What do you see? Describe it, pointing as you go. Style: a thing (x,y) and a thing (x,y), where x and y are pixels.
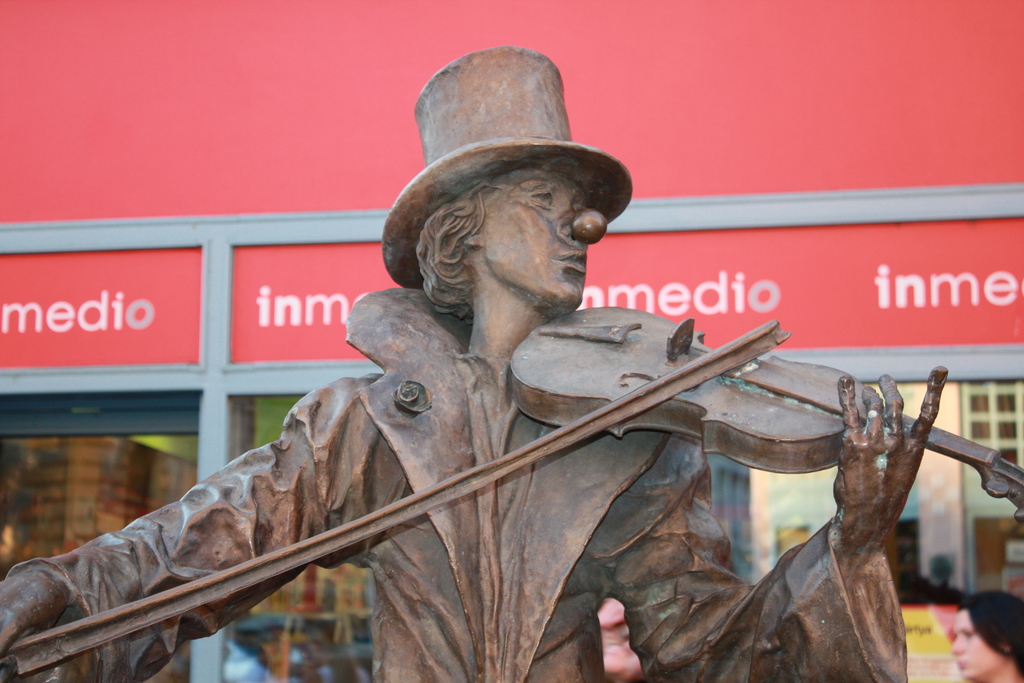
Here I can see a statue (504,459) of a person (469,377) playing a violin (785,419). In the bottom right (976,646) I can see a person's head (981,663). At the back (961,547) there is a glass (928,533). At the top of the image (239,134) there is a red color board (188,119) on which I can see some text (57,317).
